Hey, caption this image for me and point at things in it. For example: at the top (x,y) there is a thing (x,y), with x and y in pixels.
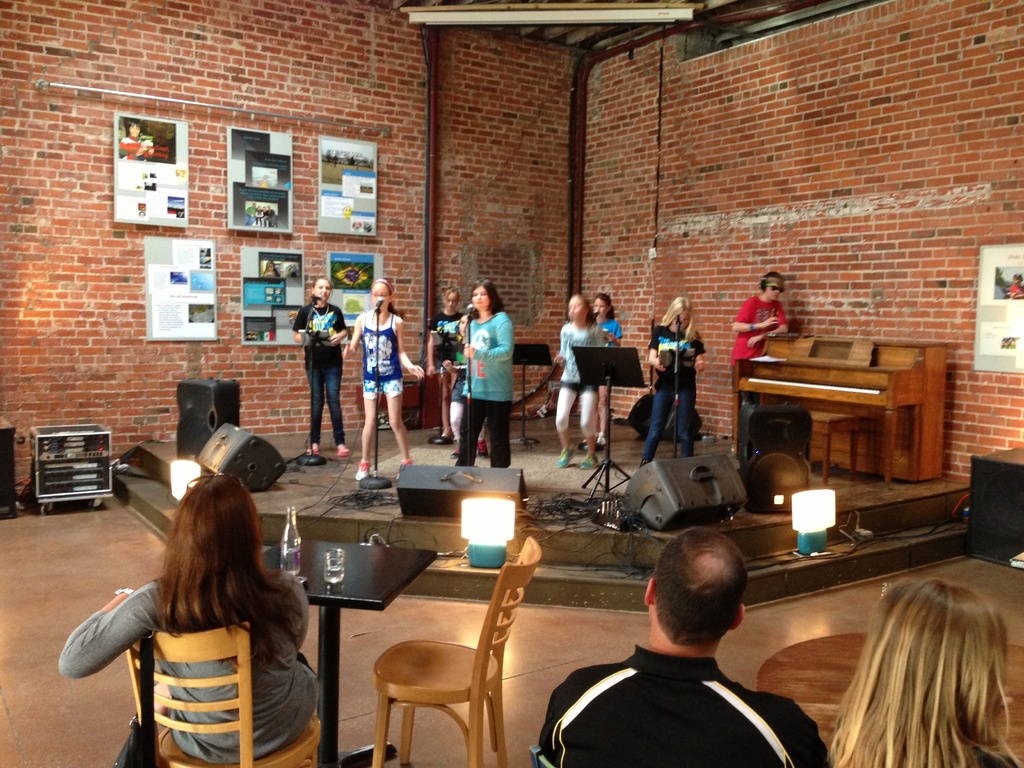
i think all these people (495,291) are singing few are performing, we can see a man (778,331) standing and all the audiences (836,760) seated and watching the show.
